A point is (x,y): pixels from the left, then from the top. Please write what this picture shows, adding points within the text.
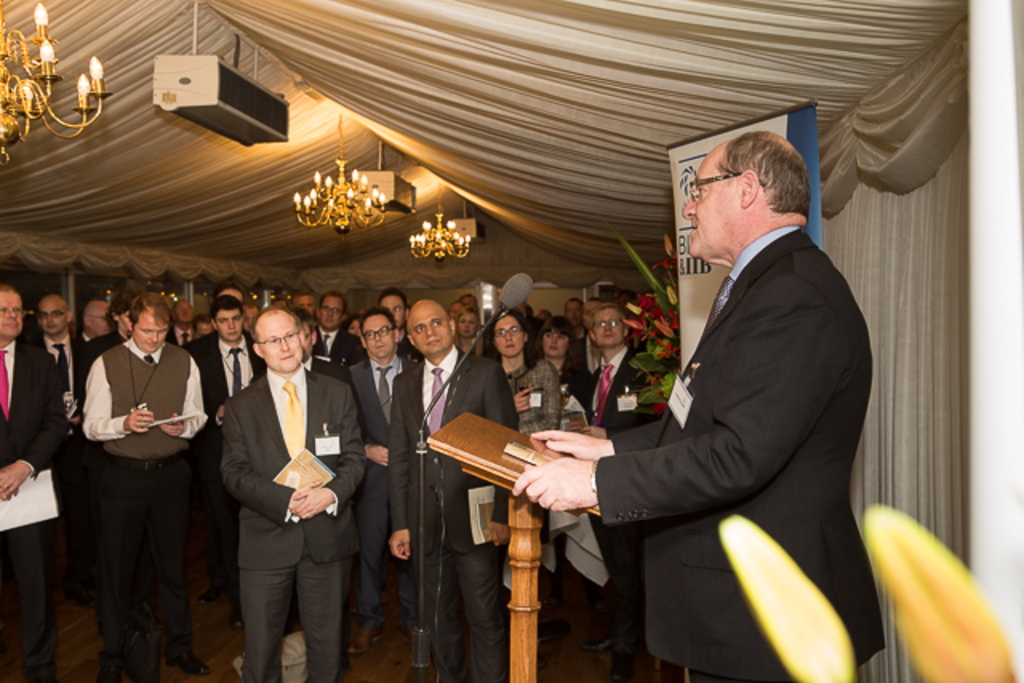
In this picture we can see a old man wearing black coat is delivering speech, standing at the wooden speech desk (488,455). Behind there is a group of men (130,308) wearing black coat (319,415) listening to them. Above we can see the curtain roof (394,127) with chandeliers (367,210).
